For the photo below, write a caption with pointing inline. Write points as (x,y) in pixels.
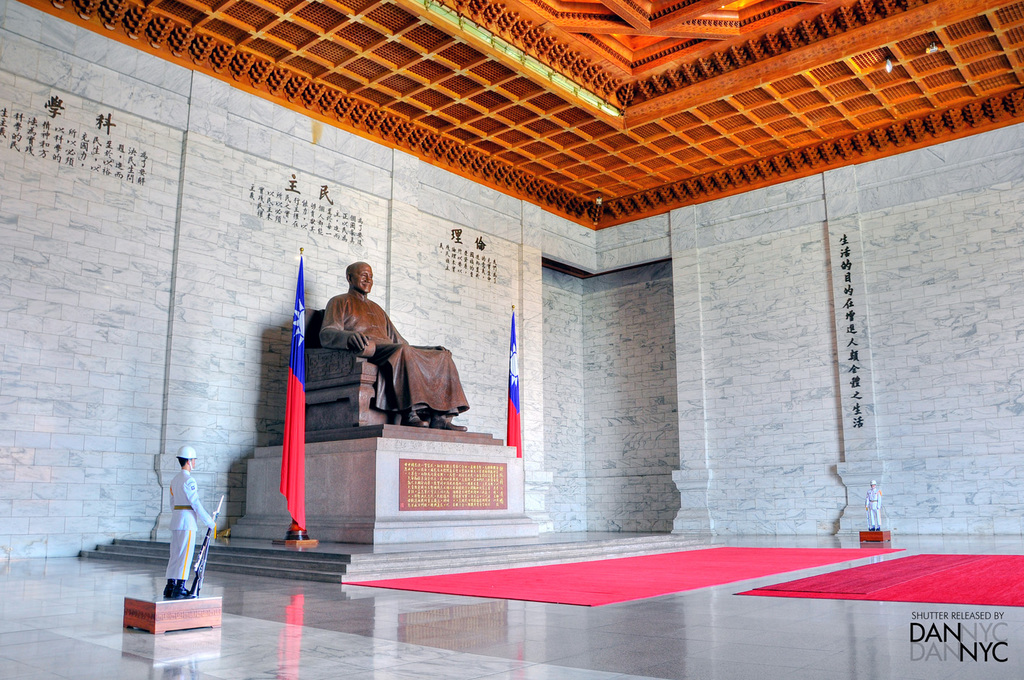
In this picture we can observe a statue (377,351) which is in brown color. On either sides of the statue (317,402) we can observe two flags (298,415) which were in red and blue color. There are red color carpets (726,570) on the floor (784,580). We can observe two white color uniformed guards (187,523) here. In the background (826,514) there is a wall (452,267).
